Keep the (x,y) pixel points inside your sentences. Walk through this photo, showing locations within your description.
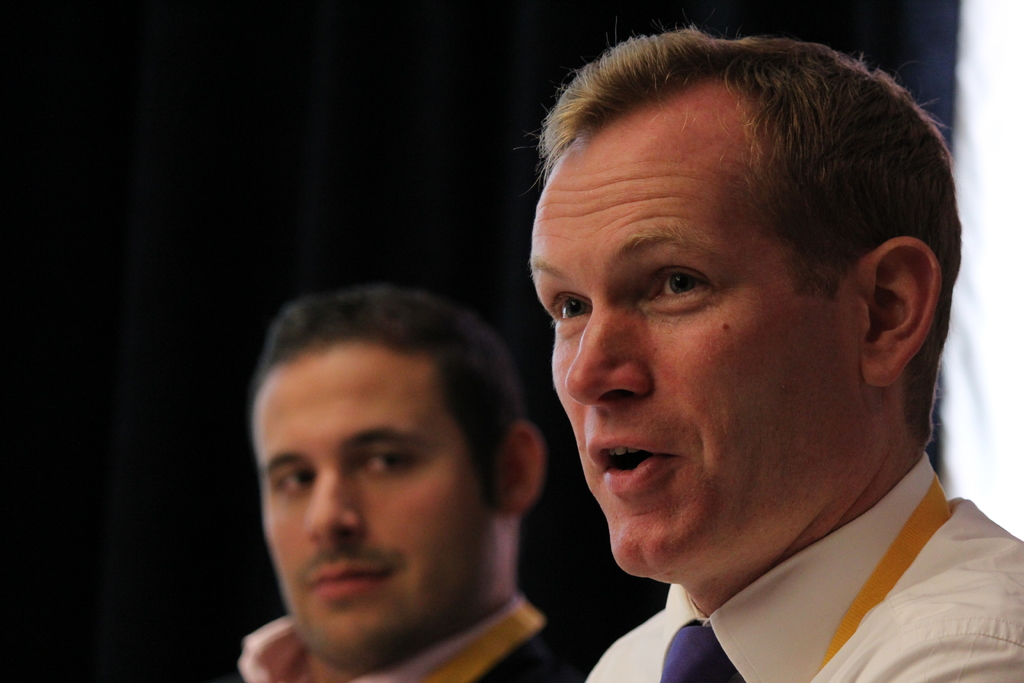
On the right side of this image (738,340) I can see a man (793,650) wearing white color shirt (870,616), blue color tie (703,654) and speaking something by looking at the left side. Beside this person (644,649) there is another man (425,572) is looking at this person (724,488).
